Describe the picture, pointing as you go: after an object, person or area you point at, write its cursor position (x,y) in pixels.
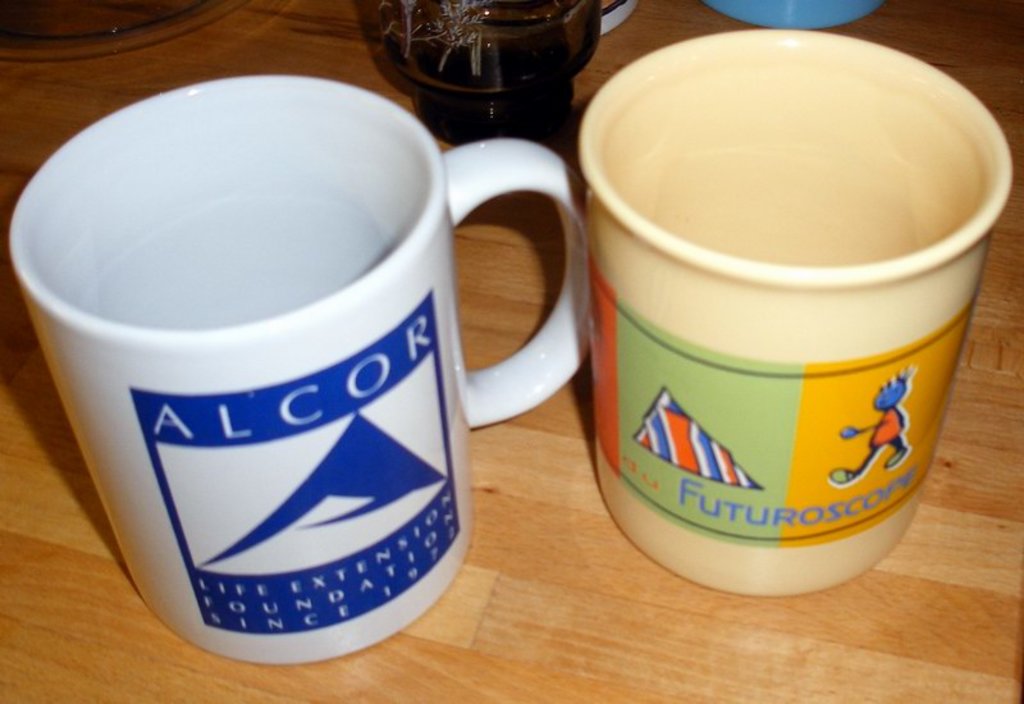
In this image there are cups (421,133) on a wooden table (503,585). There are logos (431,473), text (318,581) and pictures (871,445) on the cups (737,432).
